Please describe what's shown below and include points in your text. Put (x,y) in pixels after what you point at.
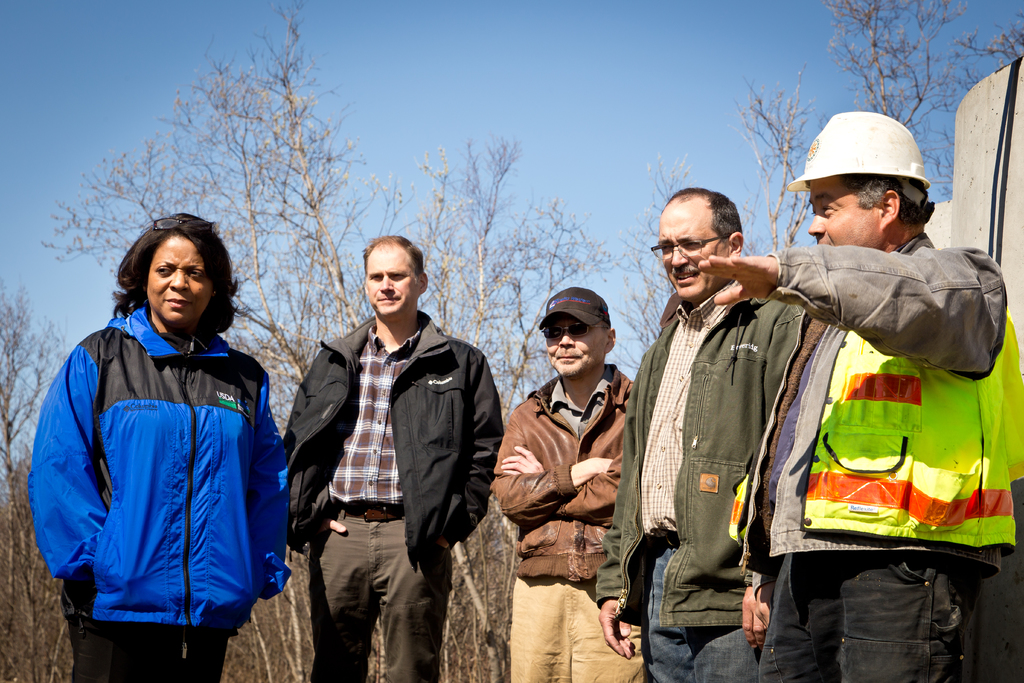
In this image we can see a group of people (386,411) standing. On the right side (1015,159) we can see the cement tanks (969,239) with a pipe (994,230). On the backside (517,123) we can see a group of trees (538,379) and the sky (545,142) which looks clear.
